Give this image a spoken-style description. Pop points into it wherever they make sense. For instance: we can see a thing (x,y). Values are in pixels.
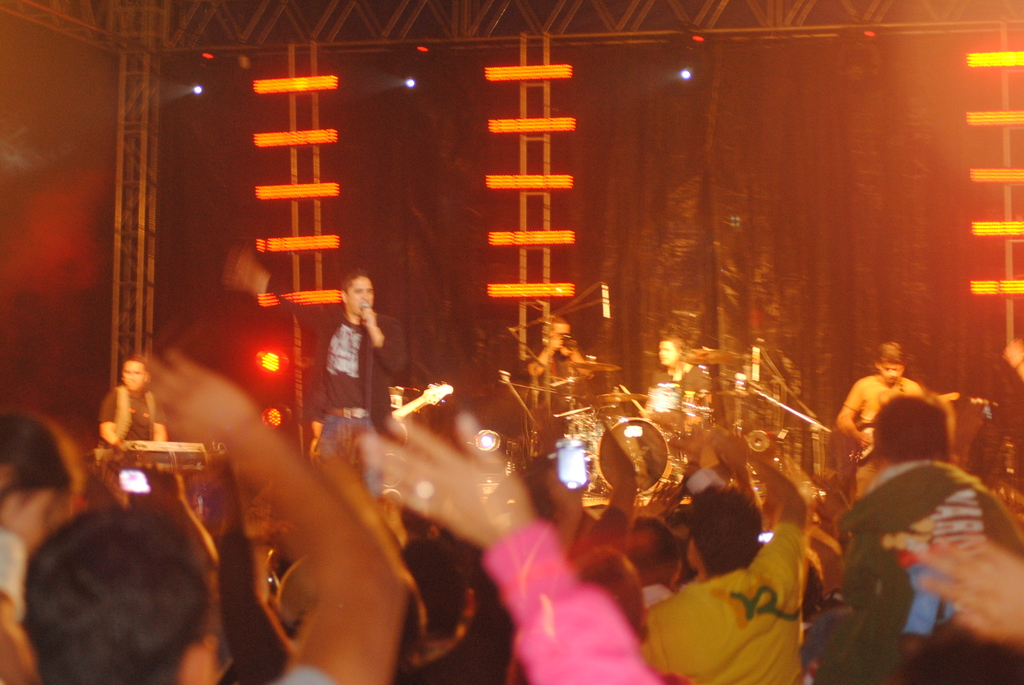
In this image there is a man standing and singing a song in the microphone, and at the back ground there are ,2 persons (561,394) standing and playing drums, another man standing and playing guitar (429,389), another man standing and playing a piano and there are focus lights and group of people (35,616) standing.
